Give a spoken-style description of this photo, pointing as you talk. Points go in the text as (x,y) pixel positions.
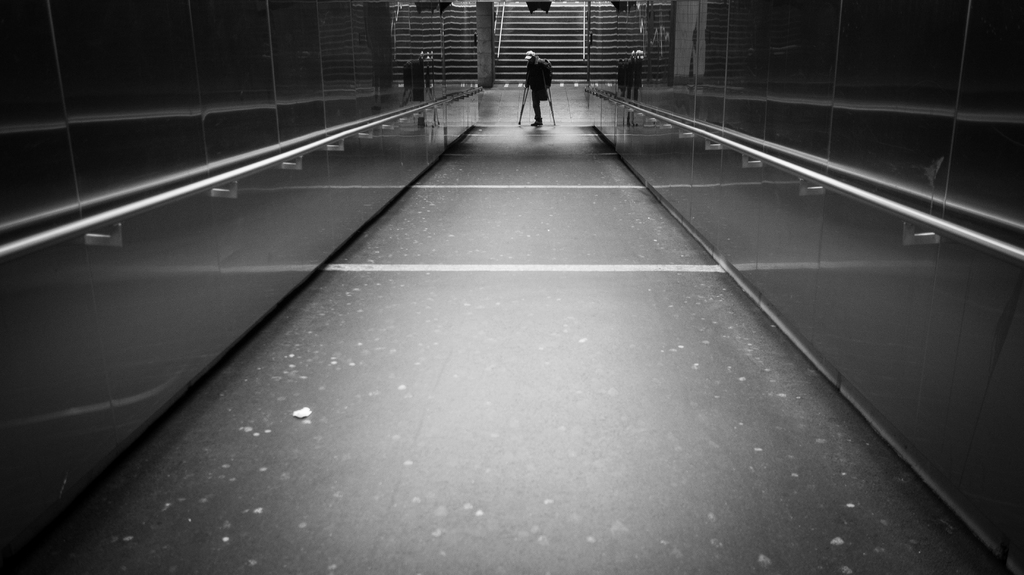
In this picture there is a person (534,80) on the floor (543,150) and holding crutches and we can see walls (799,44) with metal surface (865,121) and rods (305,150). In the background of the image (561,37) we can see steps (563,49).
